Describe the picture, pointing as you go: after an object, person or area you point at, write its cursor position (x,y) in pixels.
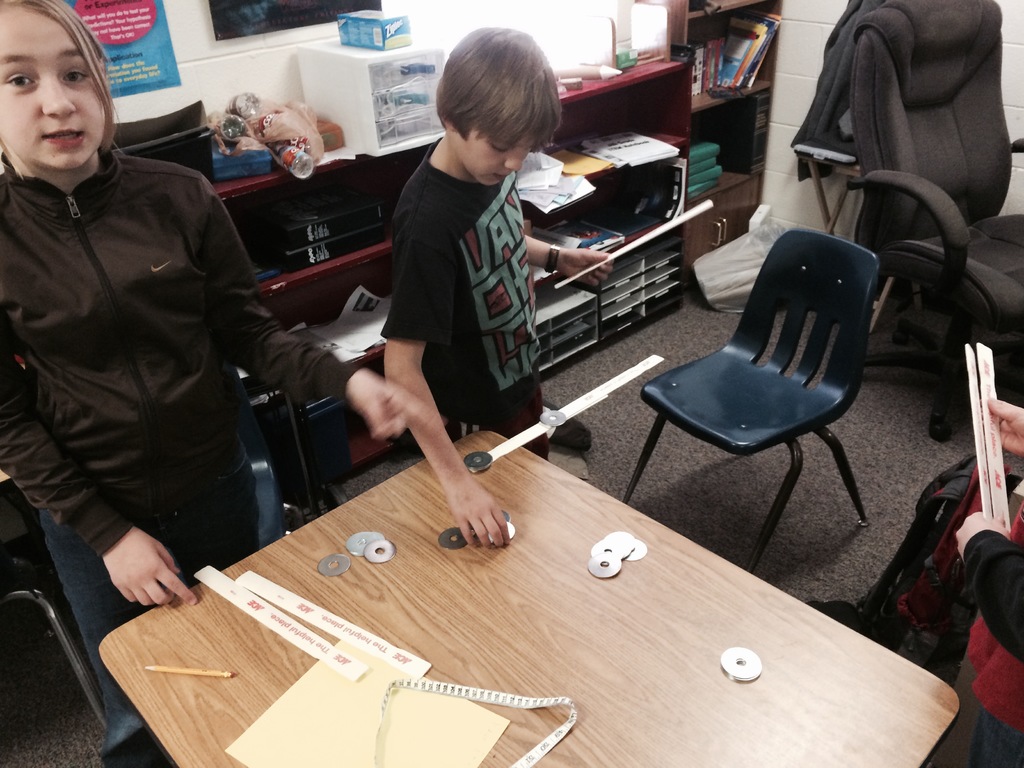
In this picture we can see girl (78,222) standing beside to her a boy (447,214) standing and holding washer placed on a table (473,611) along with scale (373,638), tape (406,686), card (333,703), pencil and in background (326,58) we can see racks (379,252) with papers (381,304), boxes (318,190), bottle (311,157), cloth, books (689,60) in it, wall (319,33) with frames (294,15), chair (906,172), some person (1012,450) holding scale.
